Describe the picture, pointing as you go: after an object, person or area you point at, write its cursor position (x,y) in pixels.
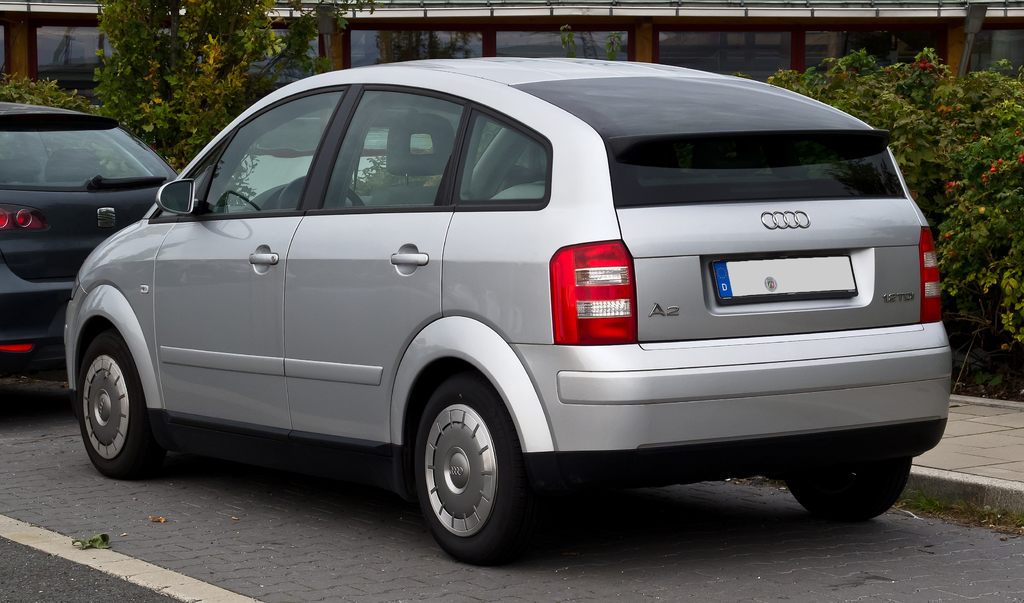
In this image I can see two vehicles (193,280) on the road (176,491). These vehicles (145,305) are in ash and black color. To the side of the vehicle (402,159) I can see many plants (208,112) and trees (224,120). I can also see the building (383,35) to the side.
